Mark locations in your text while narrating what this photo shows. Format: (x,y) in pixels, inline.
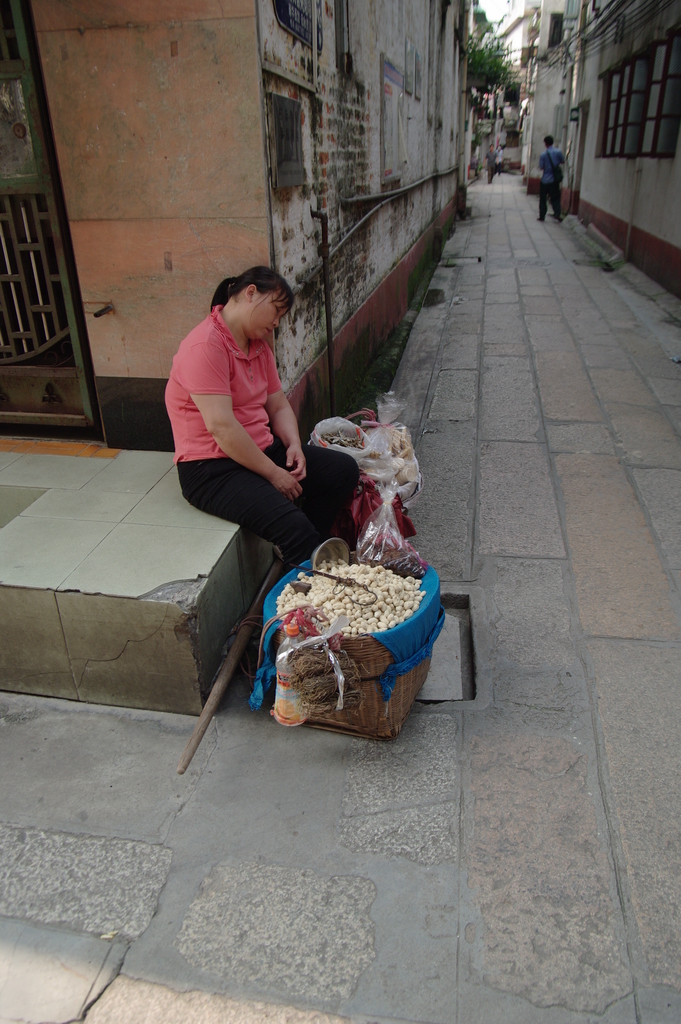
In this image we can see a person (231,424) sitting on a surface (250,559), in front of her there is a basket (360,663) with some food items (342,590) in it, there are some covers (383,479) and bags (400,486) around her, there is a stick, we can see a person (547,174) standing, there are some buildings (453,117), and we can see a tree (474,69).
